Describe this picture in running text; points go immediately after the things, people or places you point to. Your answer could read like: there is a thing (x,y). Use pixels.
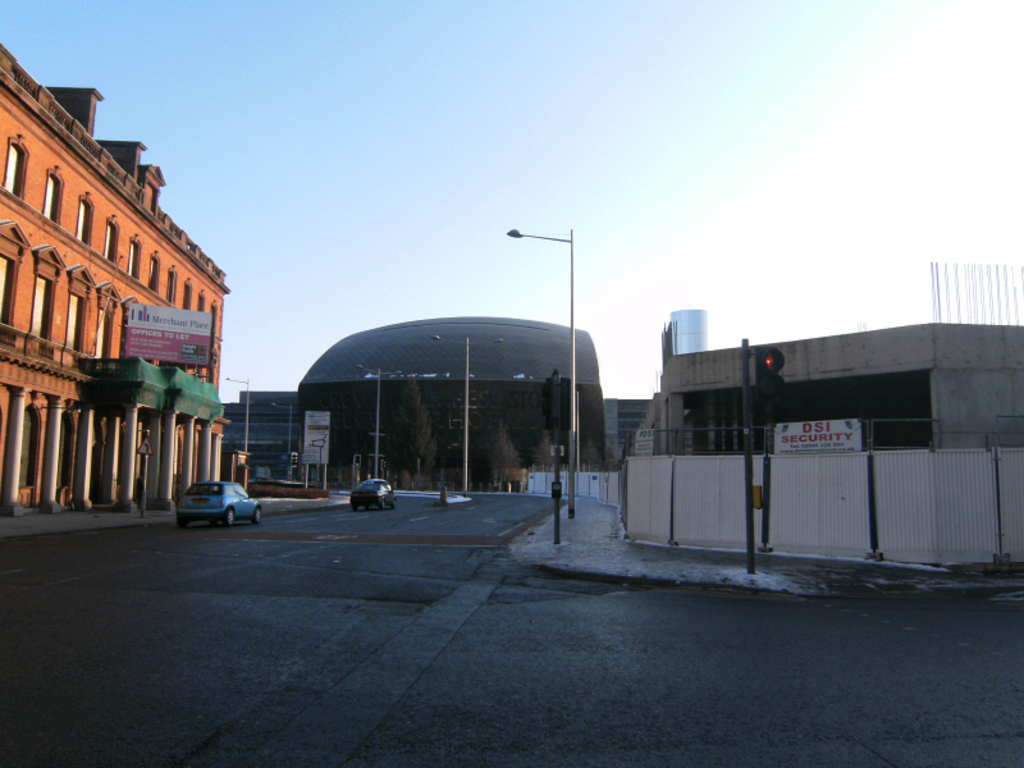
In the picture there are two vehicles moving on the road (333,549) and around the road (428,516) there are tall buildings (156,278) and street lights (466,395) and on the right side (768,359) there is a traffic signal pole (747,448), behind that there is a construction site (797,362).
